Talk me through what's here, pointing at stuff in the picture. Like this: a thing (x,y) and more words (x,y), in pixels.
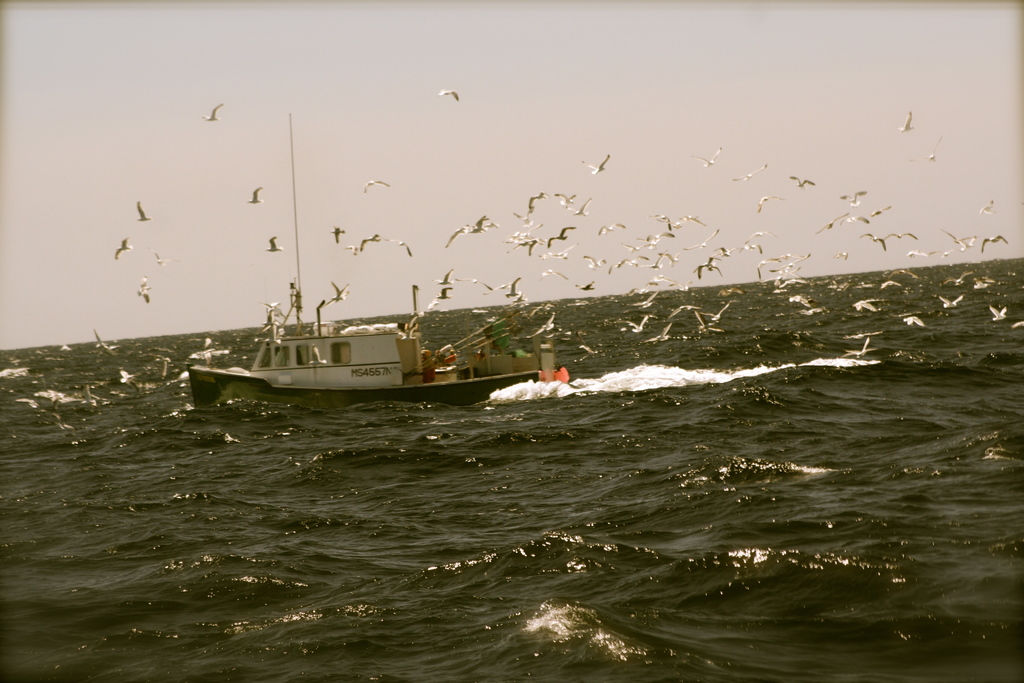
In this image there is the water (578,511). There is a boat (363,368) on the water (674,571). At the top (266,123) there is the sky (389,116). There are birds (702,244) flying in the sky (295,60).
